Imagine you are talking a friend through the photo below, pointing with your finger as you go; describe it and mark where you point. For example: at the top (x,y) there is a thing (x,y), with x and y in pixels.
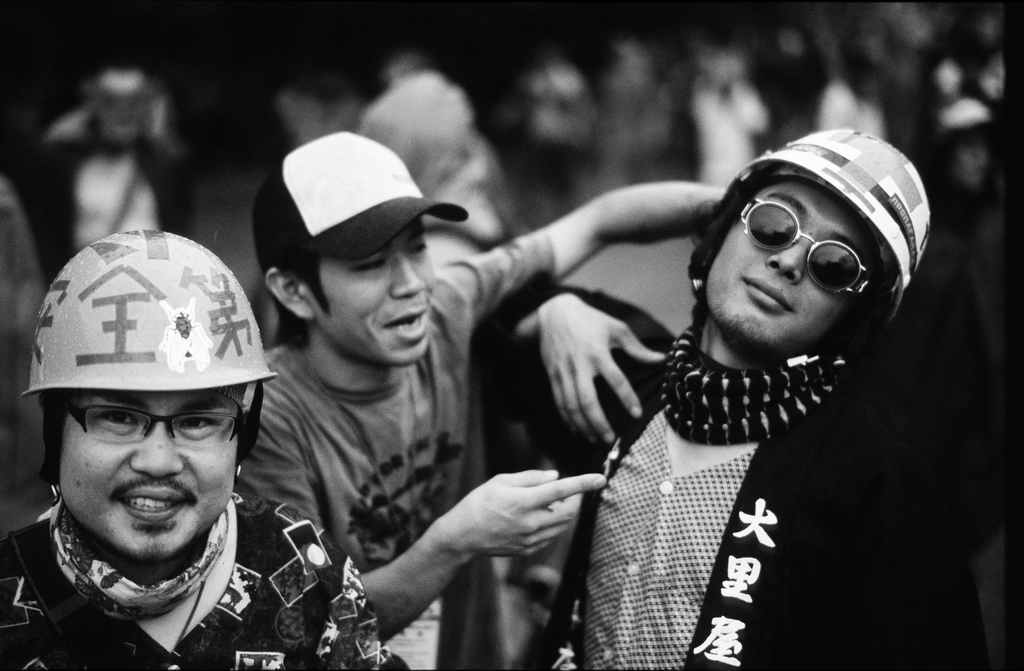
In the foreground of the picture (458,598) I can see three men (453,285). I can see two of them wearing a helmet (859,155) and there is a cap (404,229) on another person's head (424,253). There is a man (397,187) in the middle (426,249) and looks like he is speaking. In the background (309,118), I can see a few persons (97,189), though their faces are not visible.
